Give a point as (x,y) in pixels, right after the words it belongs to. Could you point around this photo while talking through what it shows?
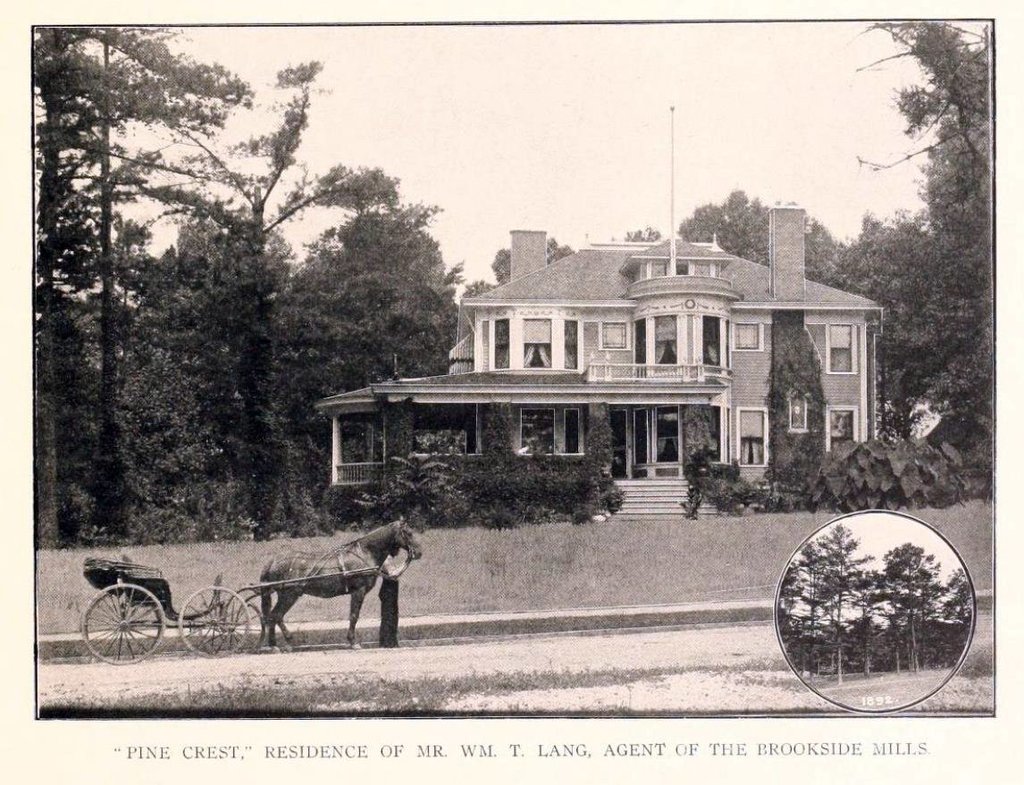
This is a black and white image. In the center of the image (589,420) we can see building (566,391). On the right (955,289) and left side of the image (219,265) we can see trees (191,337). At the bottom (270,567) there is a horse cart (223,596) and text (395,751). In the background (525,109) there is a sky (489,117).
